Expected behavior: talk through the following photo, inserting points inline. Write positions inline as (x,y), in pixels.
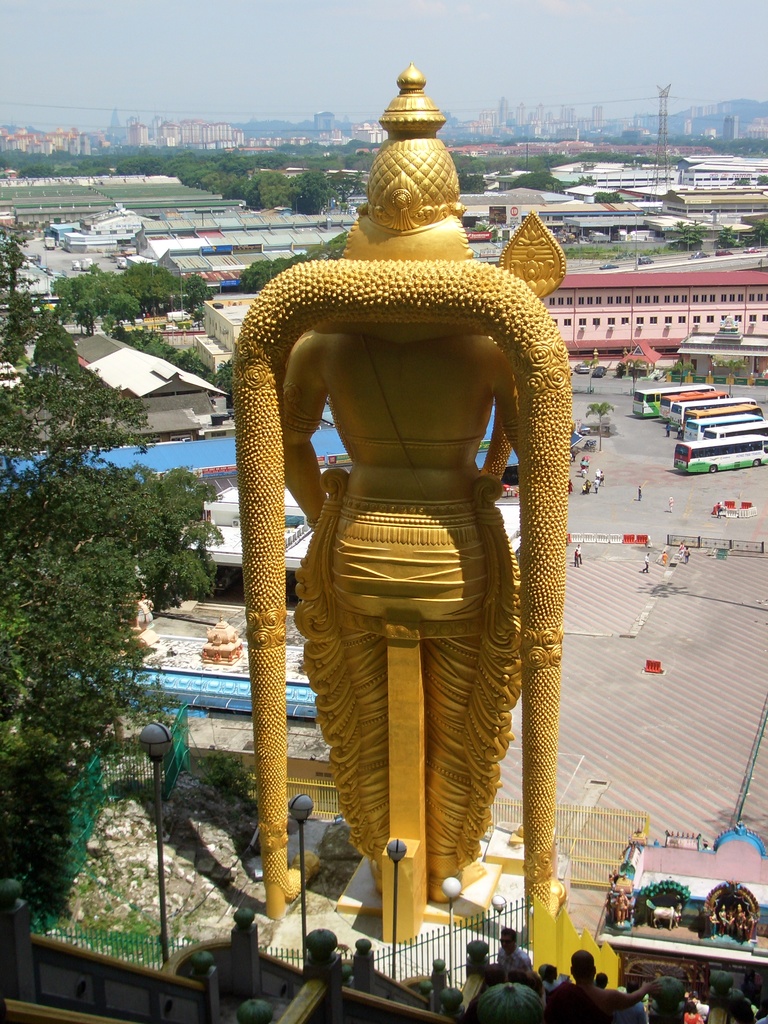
In this picture I can see the Lord Murugan statue (263,799), there are group of people (607,1003), there are iron grilles (283,947), lights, poles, there are vehicles (737,410) on the road (633,434), there are buildings (169,435), there are trees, and in the background (274,100) there is the sky (253,69).
